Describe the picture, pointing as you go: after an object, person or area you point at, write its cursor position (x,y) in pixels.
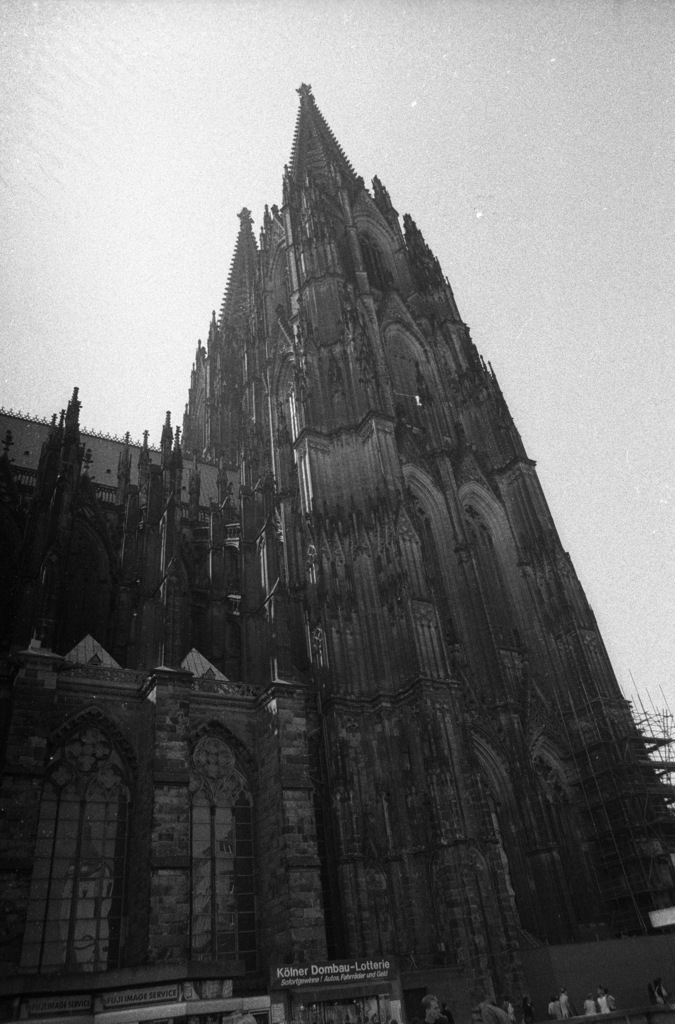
This picture consists of very old cathedral (538,880), at the top (182,99) there is the sky (276,123).
